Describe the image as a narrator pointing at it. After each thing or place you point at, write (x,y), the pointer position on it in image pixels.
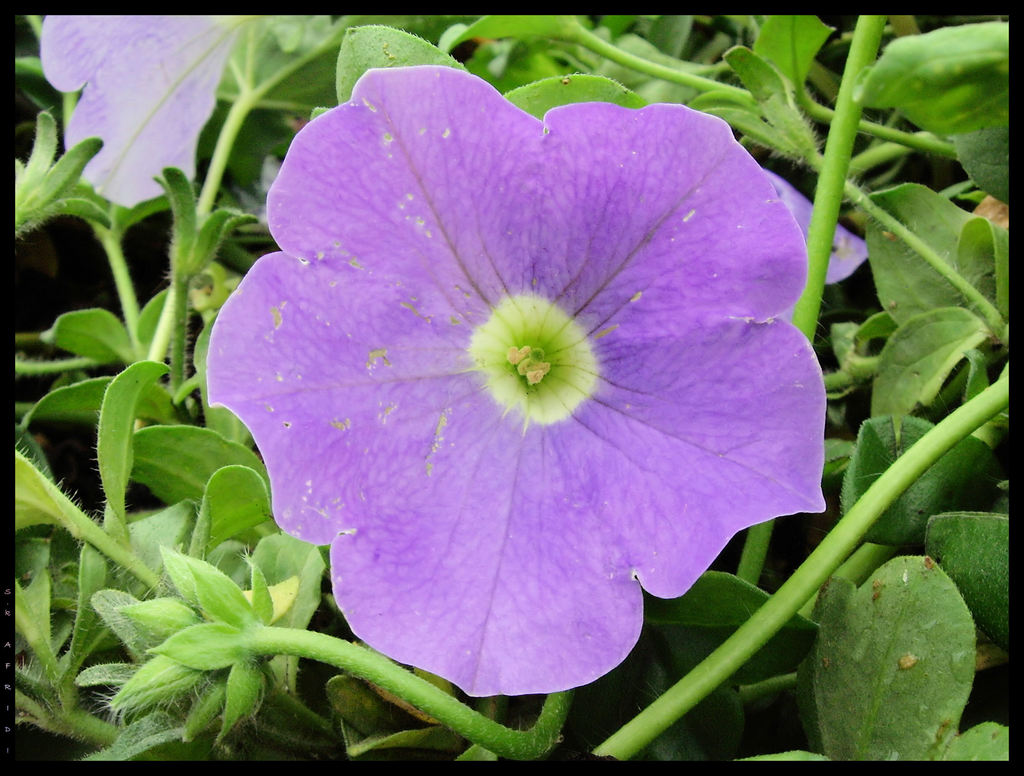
Here I can see a plant (815,554) along with three flowers (309,257) which are in violet color. The leaves (925,590) and stems (809,573) are in green color.
